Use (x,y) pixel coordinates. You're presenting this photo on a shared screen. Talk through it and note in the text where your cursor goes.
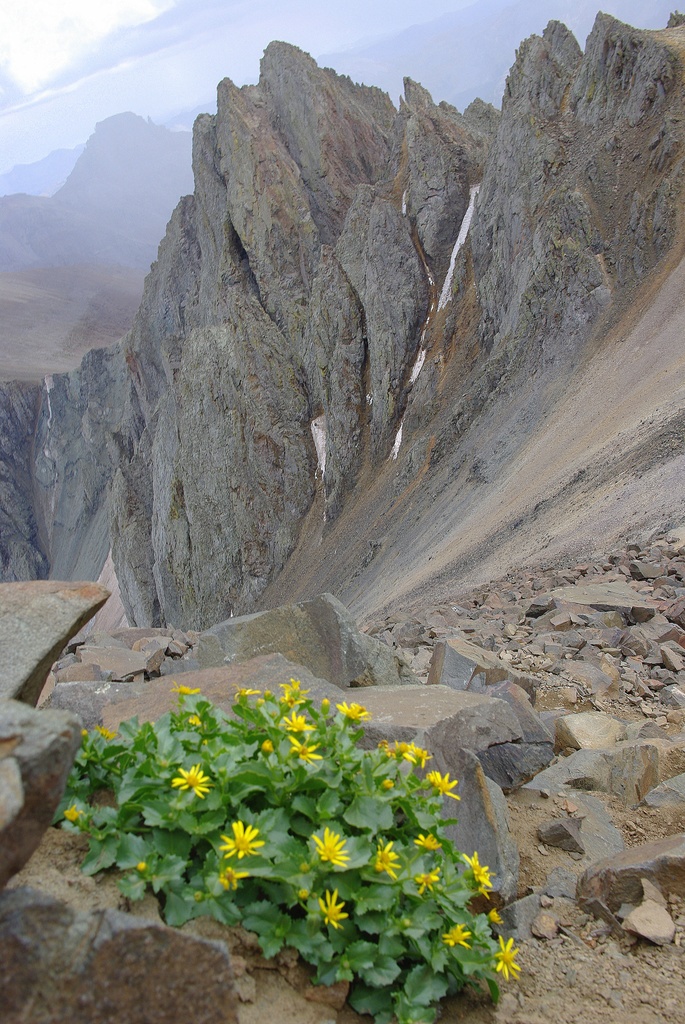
In this picture I can see few flowers (194,773), plants (291,867) and stones (91,725) at the bottom (406,807). At the top (48,54) I can see the sky (199,78).
